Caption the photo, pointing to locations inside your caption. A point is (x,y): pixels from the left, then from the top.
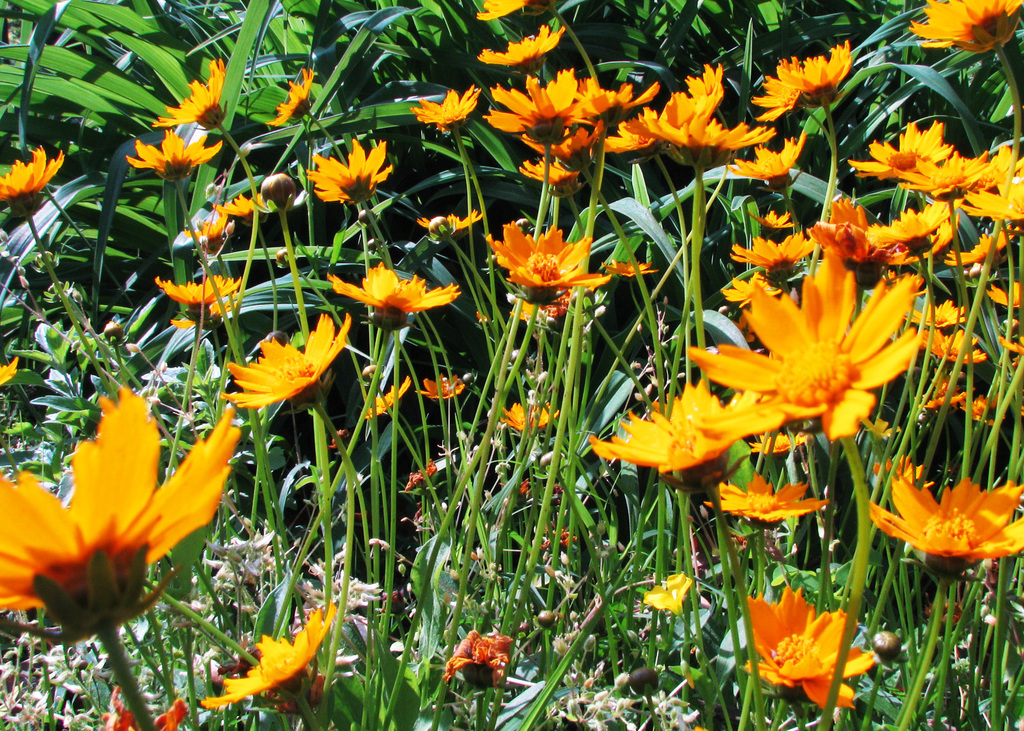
To these plants (490,277) there are flowers (104,433). These are green leaves (150,84).
